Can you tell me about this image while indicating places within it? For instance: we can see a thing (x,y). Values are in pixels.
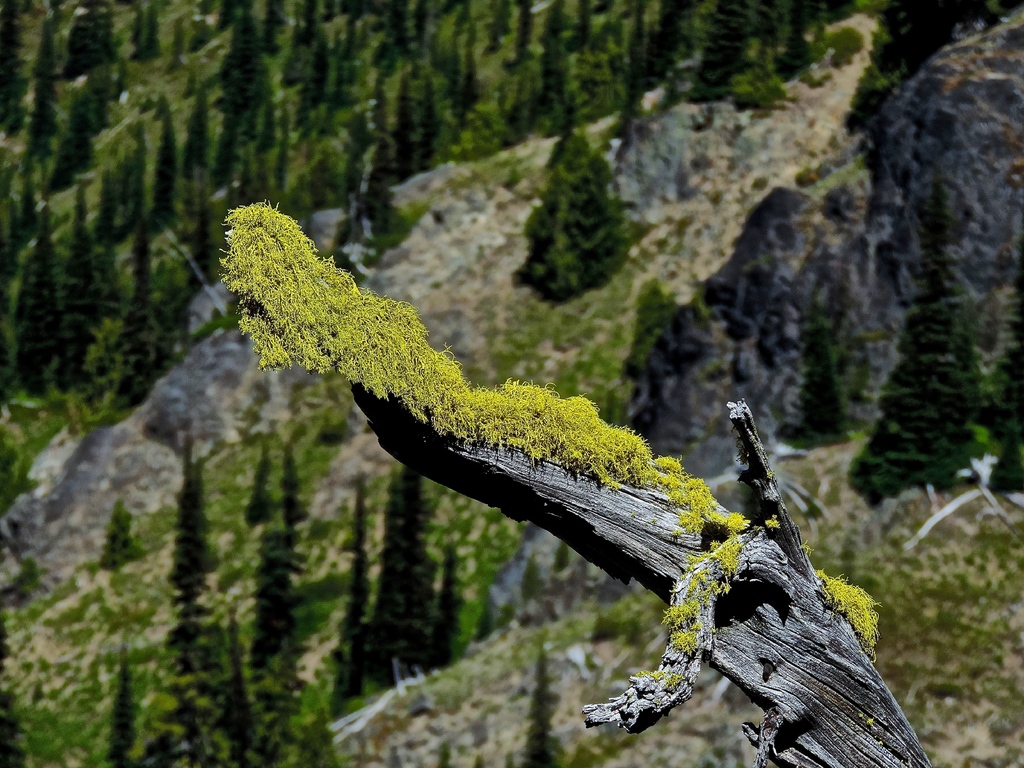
This is the picture of a tree trunk (802,578) on which there is a mosses (599,441) and around there are some trees (944,232) and plants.
